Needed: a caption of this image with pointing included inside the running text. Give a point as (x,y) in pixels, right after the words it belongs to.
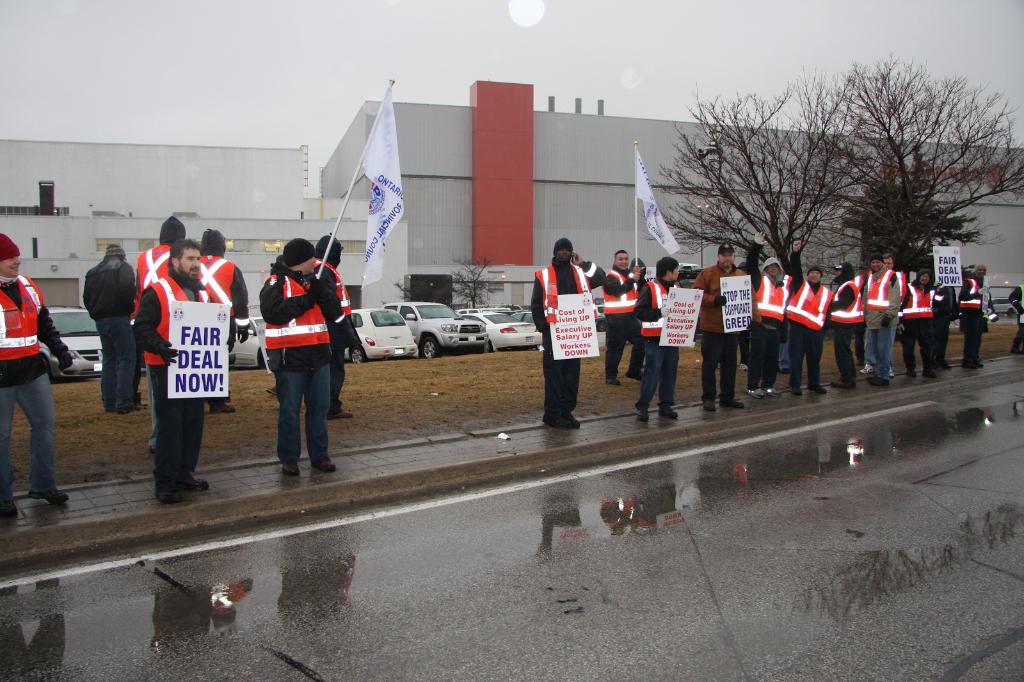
In this image there are people (32,453) standing on the pavement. Few people (122,344) are standing on the grassland (267,413). Few people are holding the boards (209,349) which are having some text (693,307). Few people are holding the poles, which are having flags (380,181). Behind them there are vehicles (86,336). Background (801,172) there are trees (815,170) and buildings (26,165). Top of the image (275,37) there is sky (589,11). Bottom of the image (822,508) there is a road (916,503).
